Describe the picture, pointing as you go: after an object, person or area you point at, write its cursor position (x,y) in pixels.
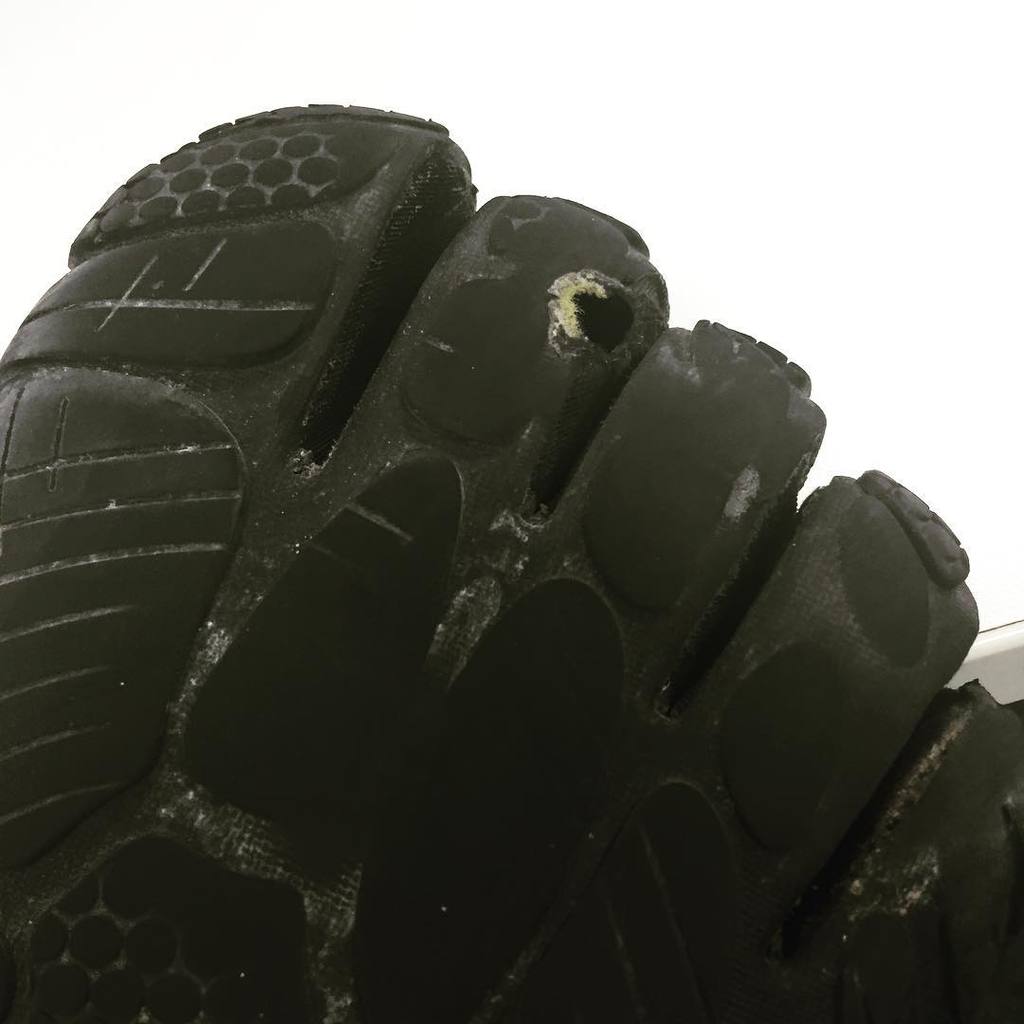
In this picture I can see a foot (240,140) made with some material (116,945), and there is white background (651,56).
